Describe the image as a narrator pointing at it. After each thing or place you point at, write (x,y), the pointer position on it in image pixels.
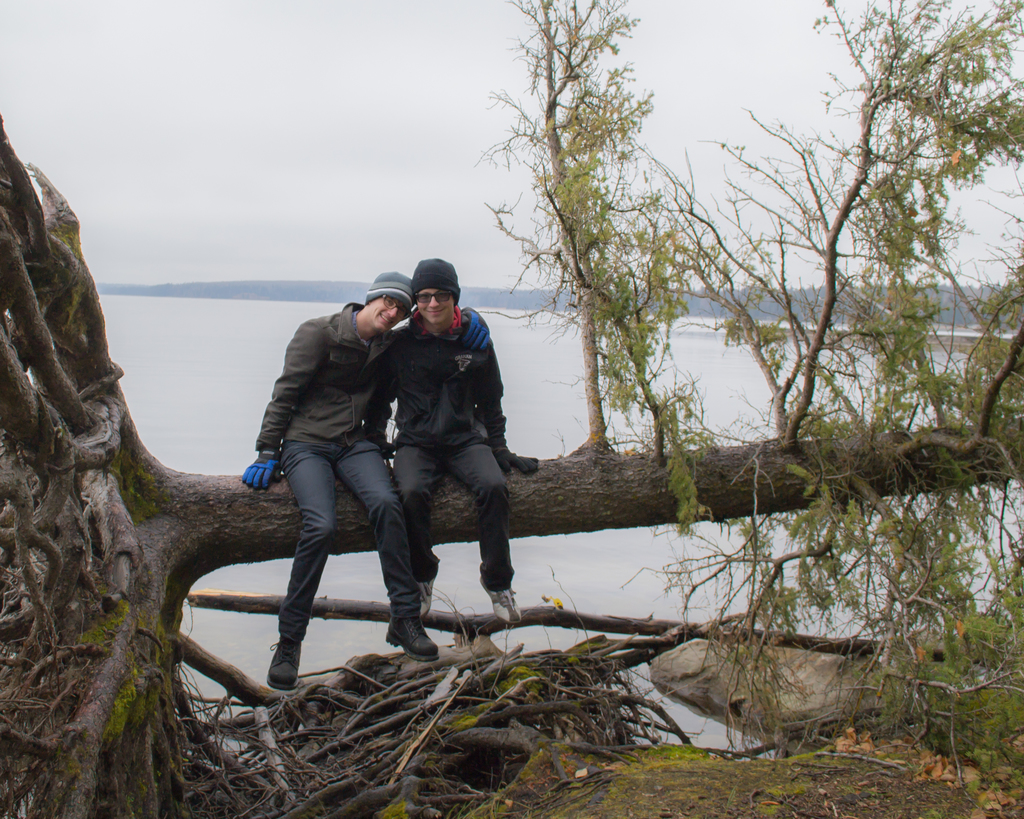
There is a person (354,350) smiling and keeping a hand (479,331) on the shoulder (469,332) of another person (430,272), sitting on a tree (615,492) which is fallen partially, near the water (175,413) of a river (221,340). In the background (143,273), there is a mountain (243,286) and there are clouds (490,51) in the sky (635,47).
